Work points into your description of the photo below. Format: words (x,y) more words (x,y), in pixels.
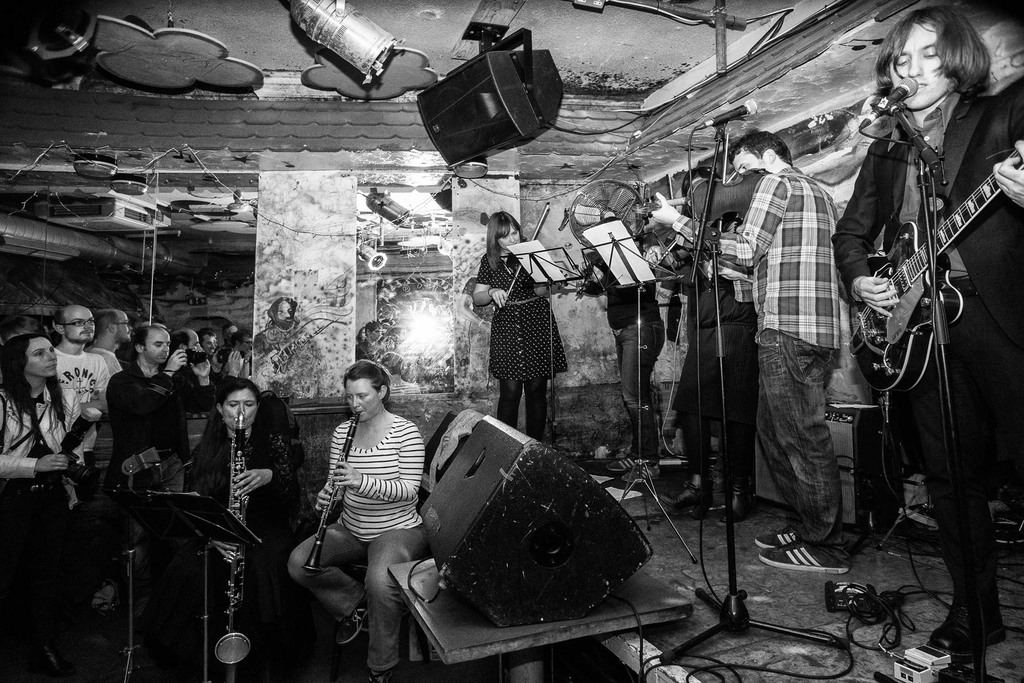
In this image there are group of people (881,181). At the right side of image (941,72) the person (929,85) standing and playing guitar (943,279), and the persons (338,428) in the middle of the image (370,424) sitting and playing musical instruments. At the back (49,460) people (43,398) are standing and at the top (495,61) there are speakers (507,58) and at the bottom (864,590) there are wires (915,574).
